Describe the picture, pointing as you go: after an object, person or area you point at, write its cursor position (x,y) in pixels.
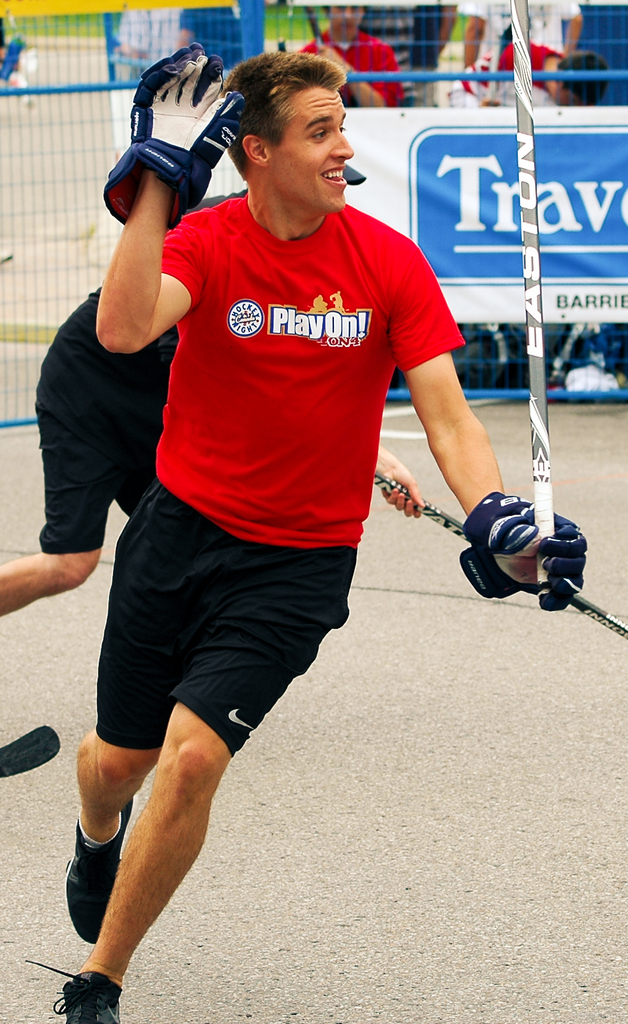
In this picture we can see a man (207,778) on the ground (618,464), he is wearing gloves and holding a stick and in the background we can see some people (95,423), fence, banner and some objects (607,353).
